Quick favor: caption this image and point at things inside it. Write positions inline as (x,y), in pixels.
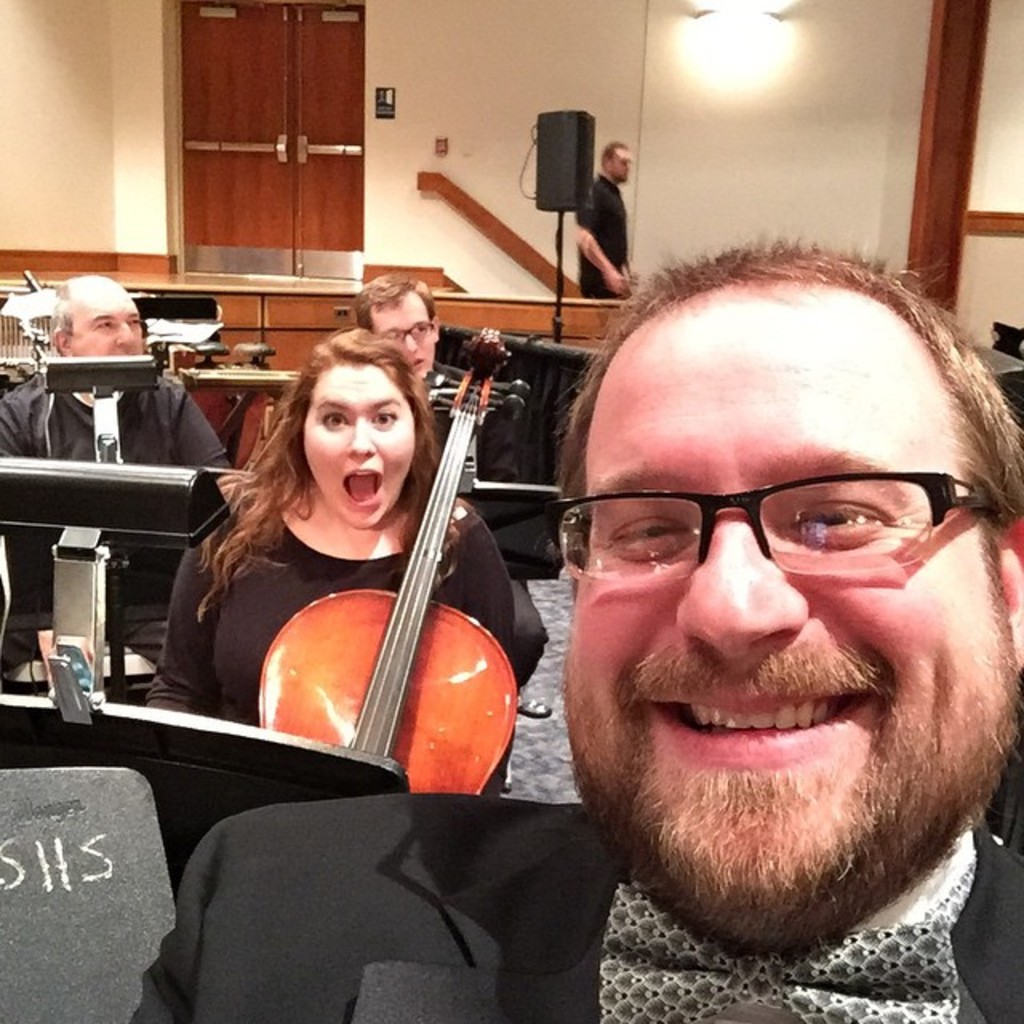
In this picture we can see there are a group of people (261,626) sitting and a man (609,225) is standing and a woman (189,597) in the black dress (232,662) is holding a music instrument (391,676). Behind the people (310,487) there is a wall (47,205) with a light (714,31) and a door (230,104).
